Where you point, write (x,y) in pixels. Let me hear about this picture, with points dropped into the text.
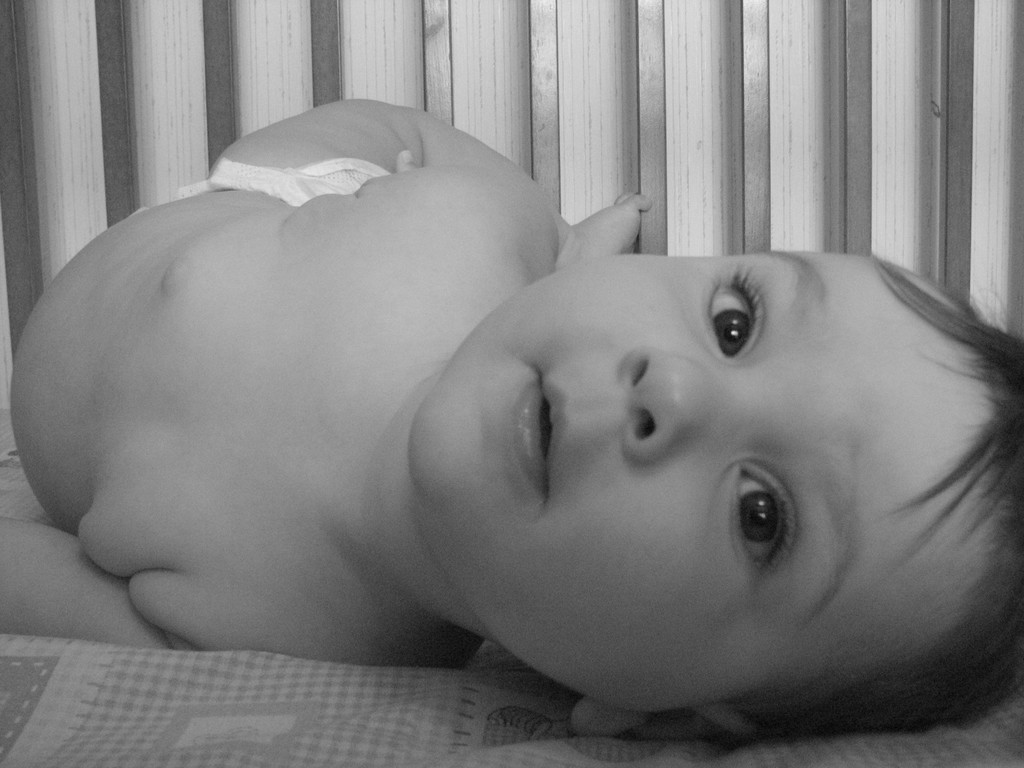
This is a black and white pic. In this image we can see a kid (386,208) is lying on a cloth (486,732). In the background (281,103) we can see a crib (106,212).
